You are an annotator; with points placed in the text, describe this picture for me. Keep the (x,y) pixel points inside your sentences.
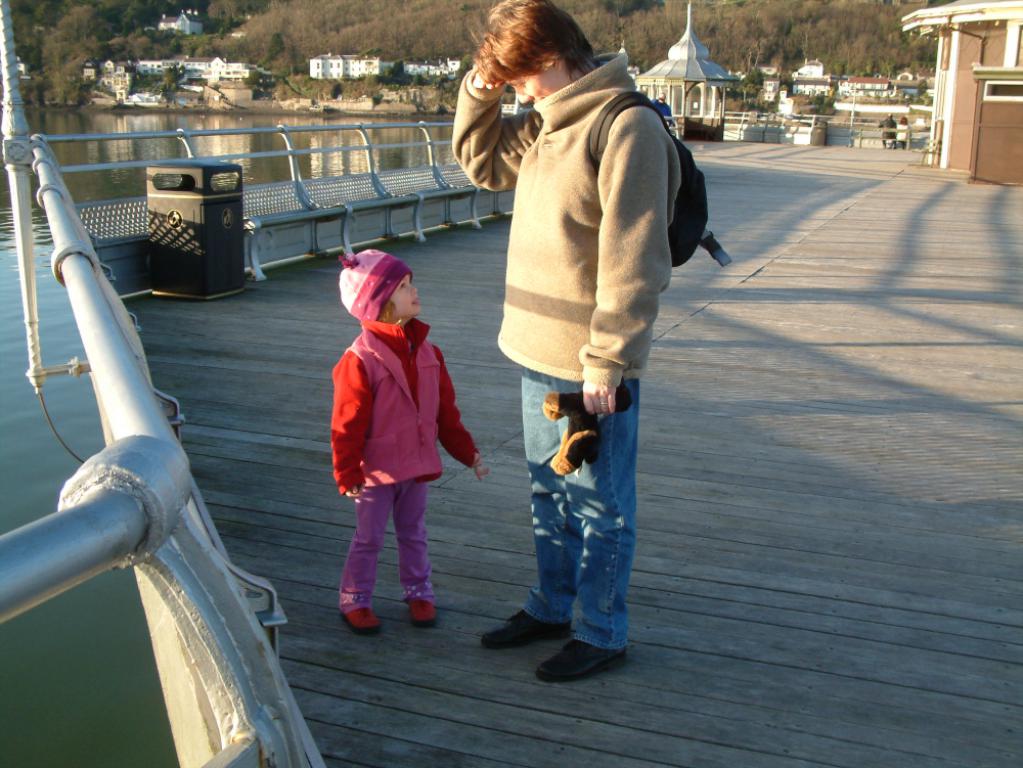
In the middle of the image (371,322) we can see a kid (412,356) and a woman (562,185) standing on the floor (663,456). In the background (271,239) we can see iron grills (343,147), bin (190,237), buildings (372,67), trees (298,64) and water (155,120).
